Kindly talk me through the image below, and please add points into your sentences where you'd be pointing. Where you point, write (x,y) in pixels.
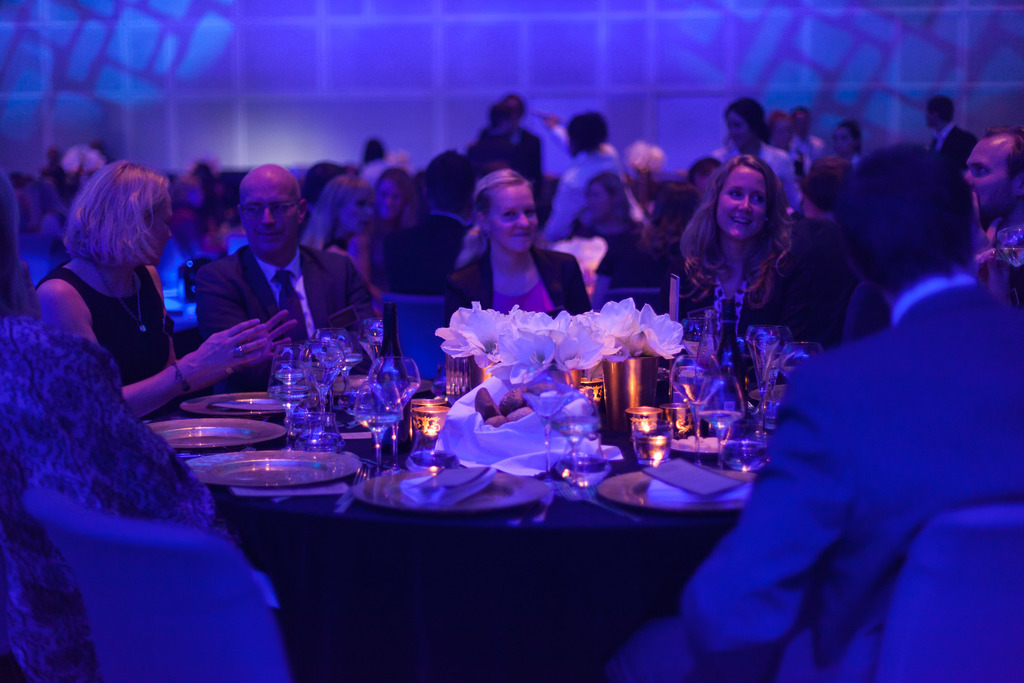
In this picture I can see few people (732,245) are sitting in front of the table (568,525), on which so many objects (421,399) are placed, behind I can see few people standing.
